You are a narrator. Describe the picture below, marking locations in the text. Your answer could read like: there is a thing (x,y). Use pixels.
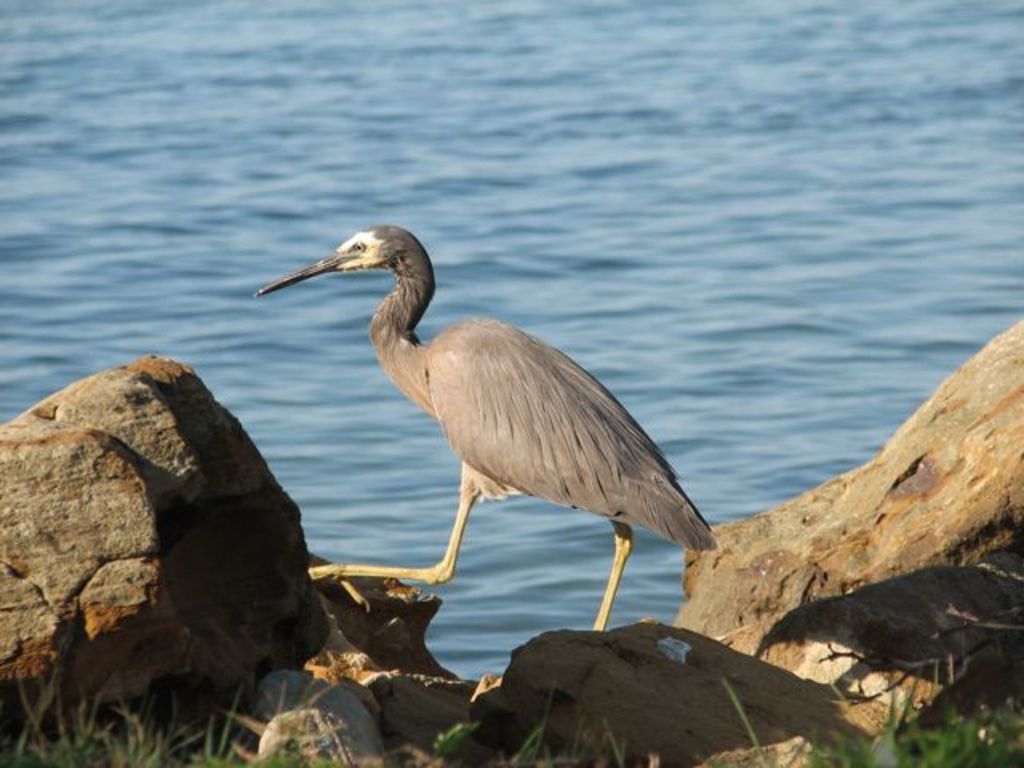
This image consists of a bird (359,251). It is having a sharp beak (276,283). At the bottom (380,686), there are rocks (972,567) along with green grass (557,762). In the background (839,259), there is water (450,597).
